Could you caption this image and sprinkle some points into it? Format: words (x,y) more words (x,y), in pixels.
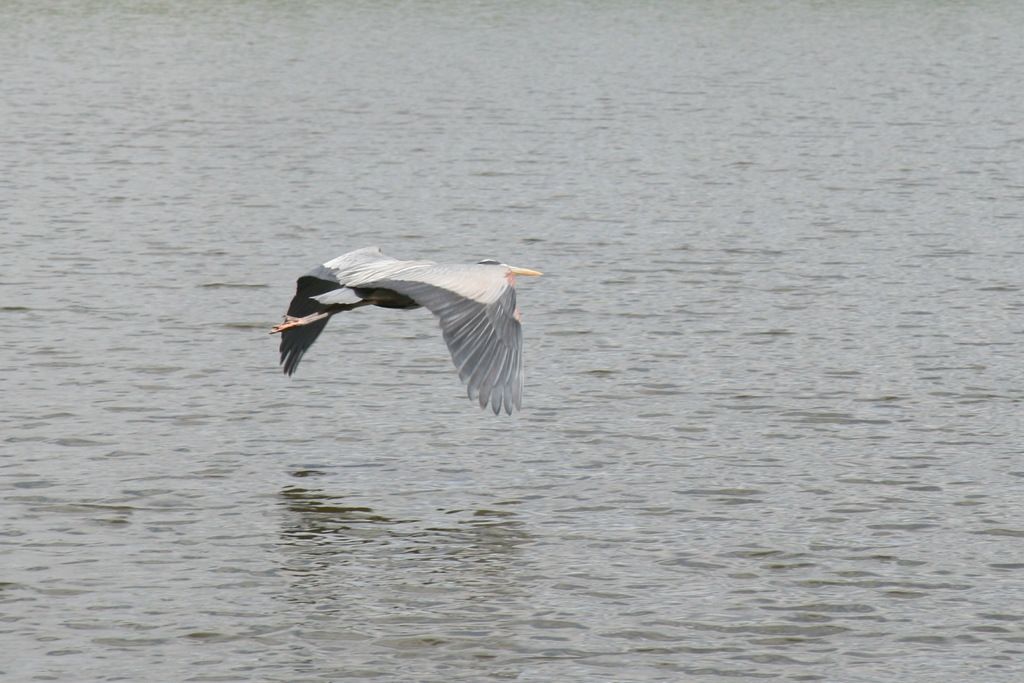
In this image we can see a bird (454,296) is flying. Behind the bird (459,278), there is a sea (228,518).
